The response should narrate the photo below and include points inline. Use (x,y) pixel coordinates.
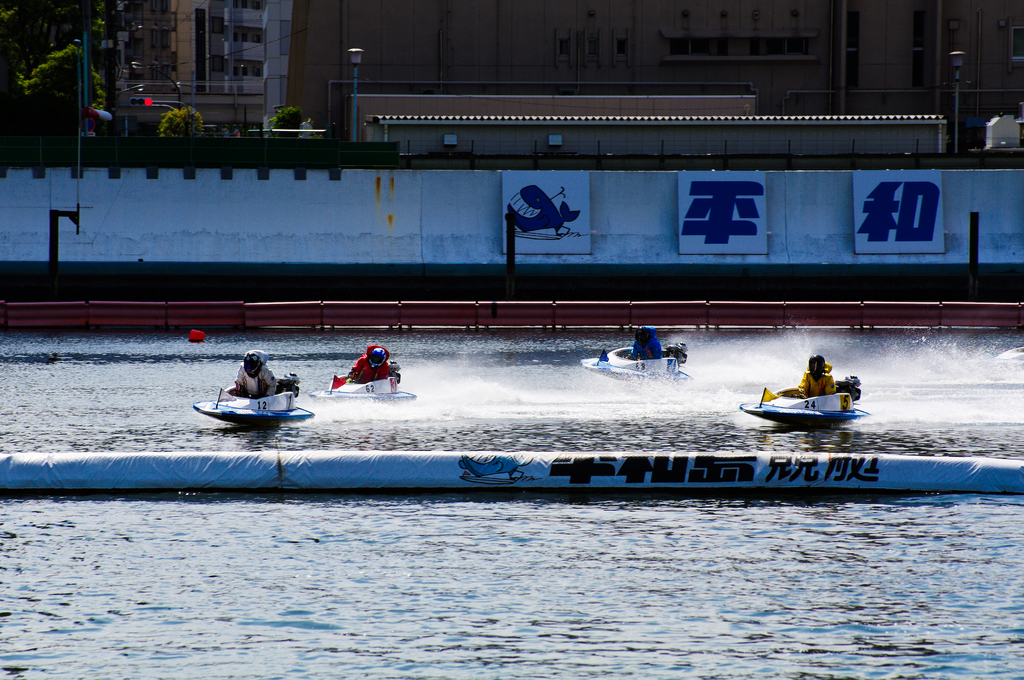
In this image we can see people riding boats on the water (508,400). In the background (735,192) we can see wall (387,251), fence (172,142), boards (567,215), plants (174,124), trees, poles (55,210), lights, and buildings (852,73).
